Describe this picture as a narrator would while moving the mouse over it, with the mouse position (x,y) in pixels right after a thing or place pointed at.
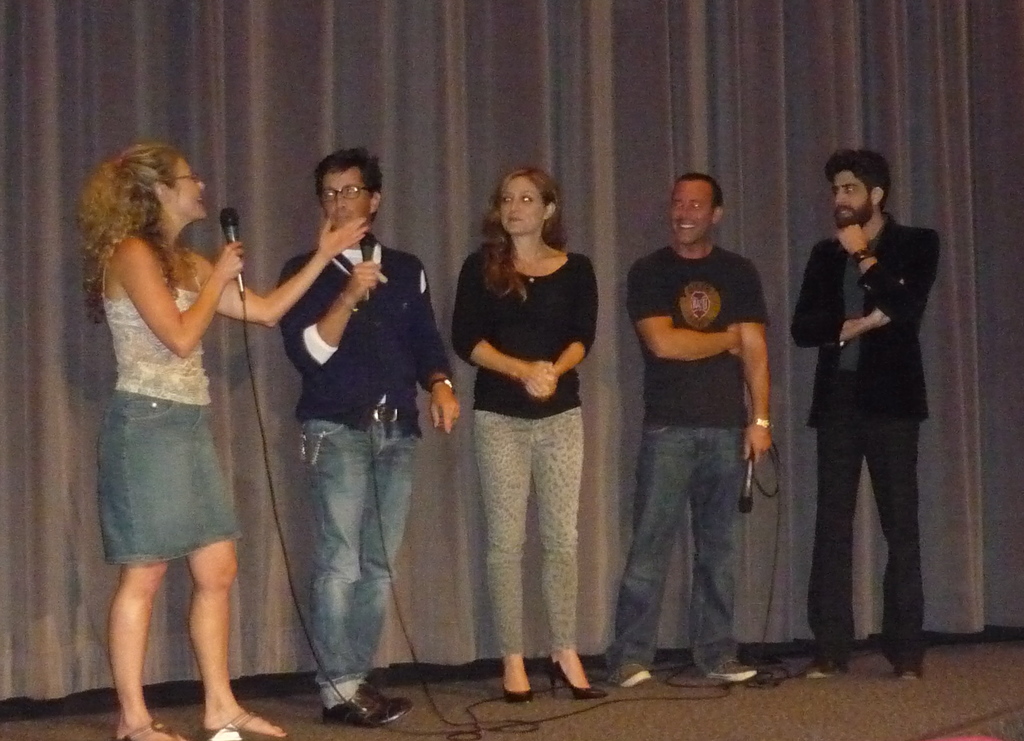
In this image I can see the stage (762,703), few wires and few persons (756,431) standing on the stage (791,706). I can see three of them are holding microphones (363,251) in their hands (241,262). In the background (322,129) I can see the curtain (581,103).
